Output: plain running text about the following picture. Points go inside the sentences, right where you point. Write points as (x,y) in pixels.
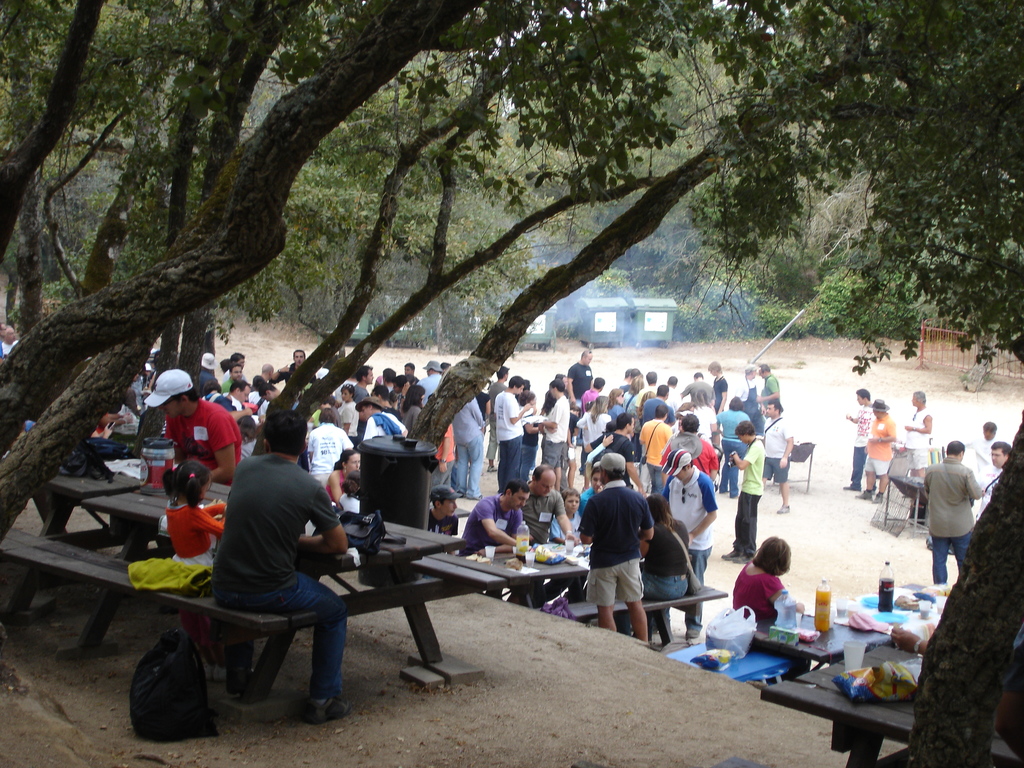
The photo is taken in a ground (572,637). There are many people (589,443) standing and some people (495,516) are eating. There are few chairs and tables (461,557). there are some food items (843,678) on the table (871,642). in the background (475,303) there are trees (480,288) and small buildings (585,323).
